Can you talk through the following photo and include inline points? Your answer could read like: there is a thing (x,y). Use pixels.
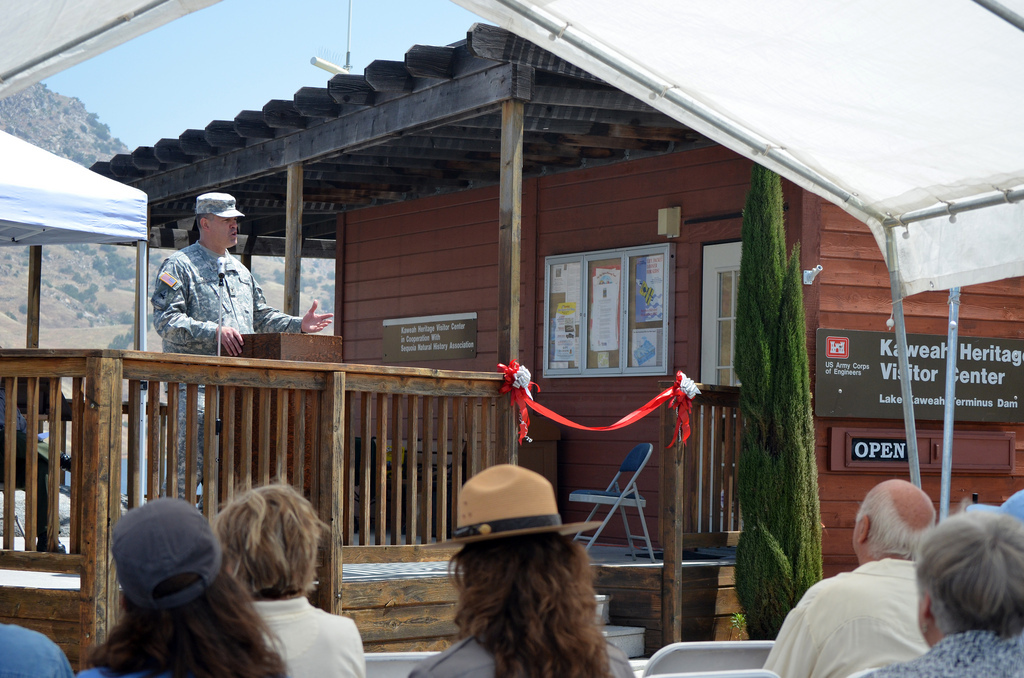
In this image I can see a house (572,93) and in front of the house (174,212) I can see a person (201,298) standing in front of the table (289,352) and i can see a chair (632,504) and red color cloth (544,406) visible in the middle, at the bottom (509,542) I can see few persons (976,525), at the top (179,26) I can see the sky (131,74) and the hill (54,141).
